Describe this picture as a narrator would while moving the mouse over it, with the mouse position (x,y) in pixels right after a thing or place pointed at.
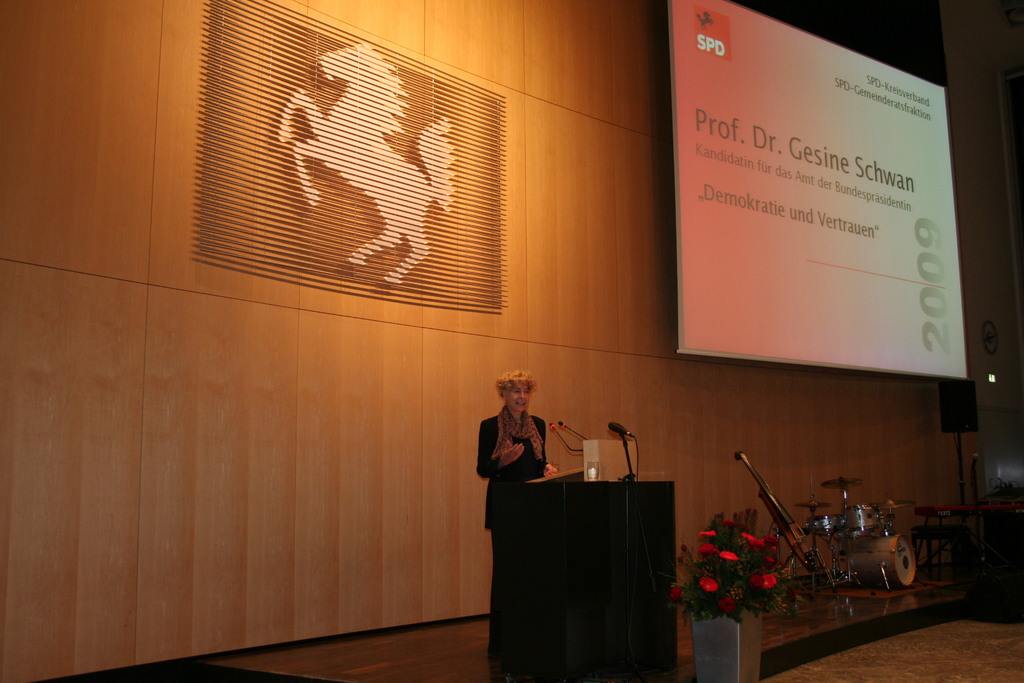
There is a person (537,476) standing, in front of this person (522,464) we can see, microphones (619,429) with podium (578,576). We can see flowers (708,533), musical instruments (890,549) and speaker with stand (959,483). On the background (744,235) we can see screen (718,80) and wall (592,257).
